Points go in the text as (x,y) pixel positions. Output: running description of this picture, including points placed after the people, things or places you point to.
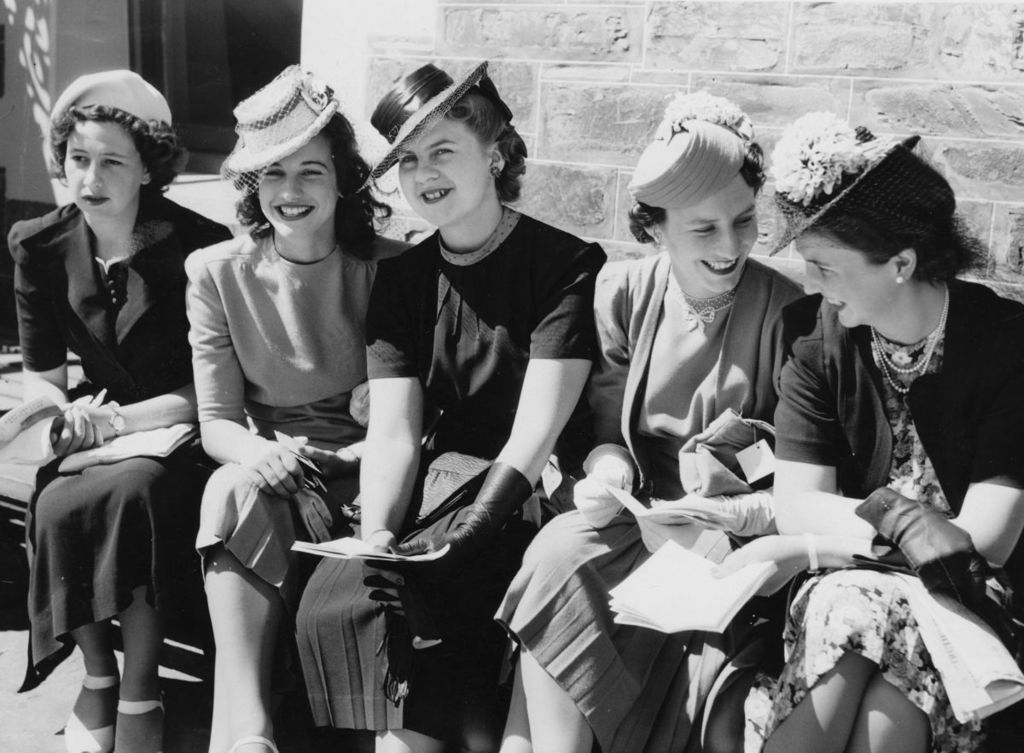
In this image I can see the group of people (406,395) with dresses (442,399) and few people (476,339) with hats (120,102). I can see these people (462,127) are holding the papers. In the background (458,79) I can see the wall (658,83). And this is a black and white image.
